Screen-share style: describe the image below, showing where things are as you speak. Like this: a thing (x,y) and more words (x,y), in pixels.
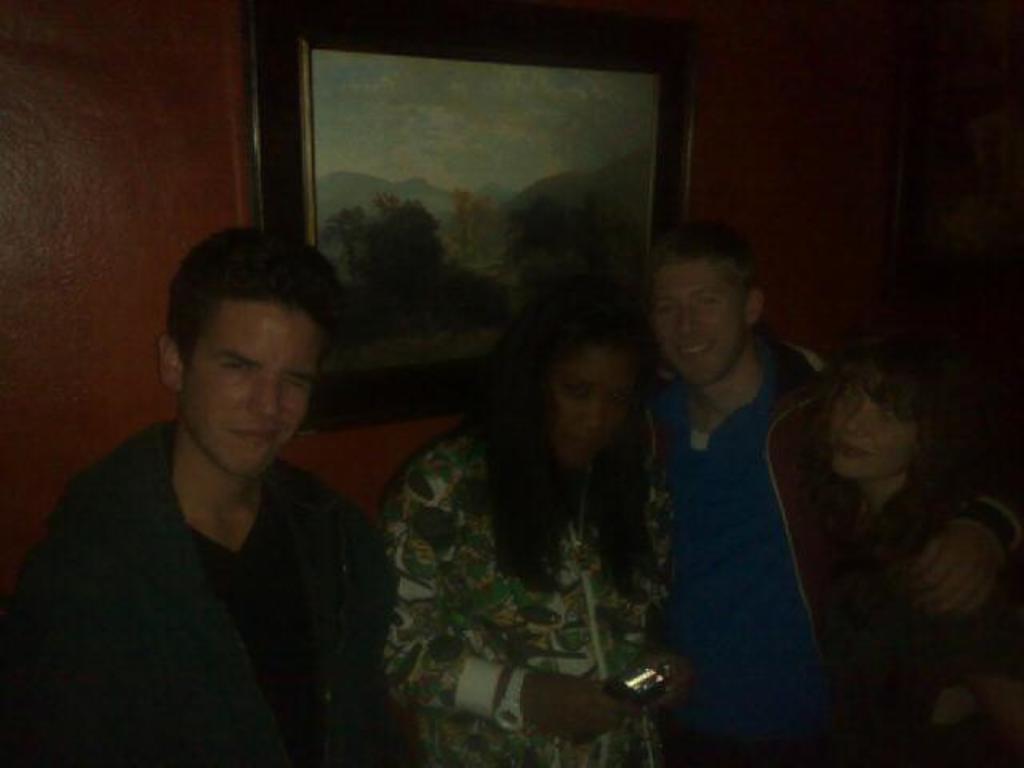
In this image, we can see persons (658,617) wearing clothes (773,617). There is a photo frame (416,299) on the wall (786,156).
